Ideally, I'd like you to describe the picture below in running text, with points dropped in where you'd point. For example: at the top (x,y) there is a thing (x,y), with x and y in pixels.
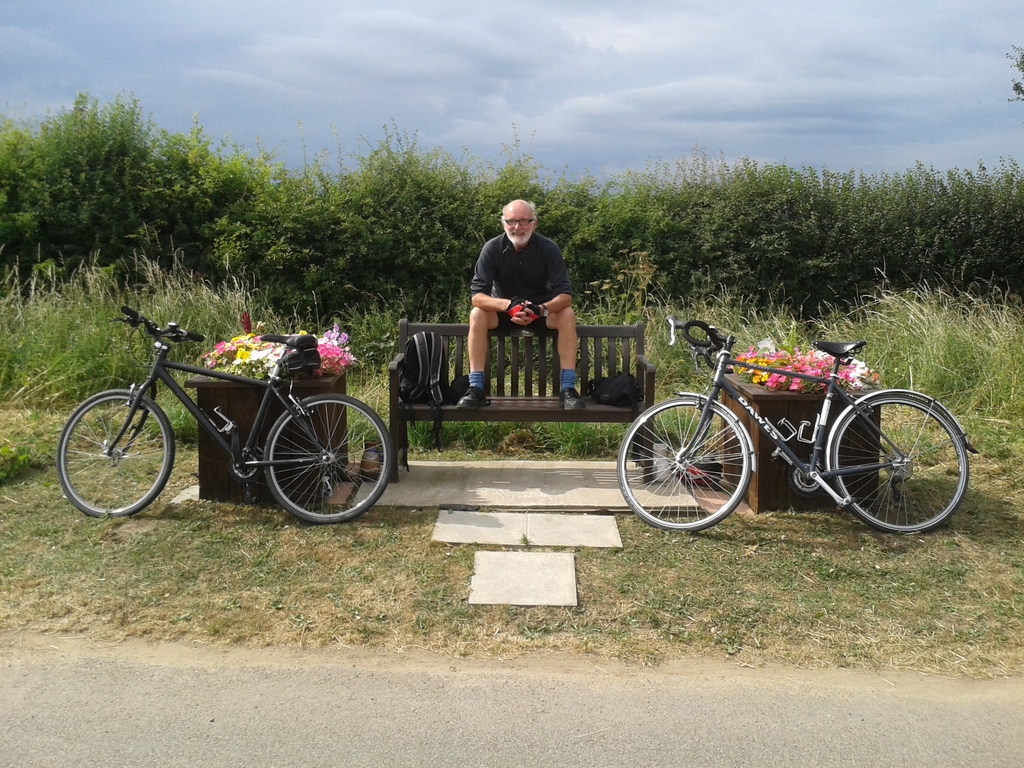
In this image we can see a man (564,282) sitting on a bench (492,413) containing bags (438,418). we can also see cycles (359,499) and some flowers (348,357) placed in wooden boxes (309,389). On the backside (353,311) we can see some plants (142,358), grass (72,324), trees (267,274) and the sky (353,159) which looks cloudy.
